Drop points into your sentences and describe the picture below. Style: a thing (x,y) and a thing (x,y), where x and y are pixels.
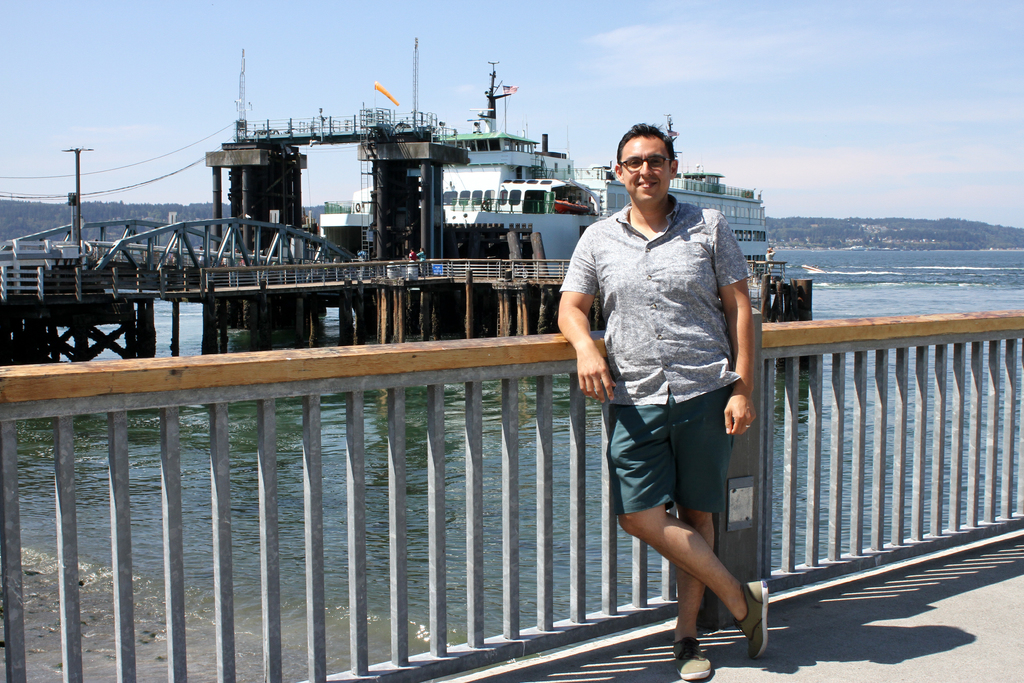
In this image a person (633,316) is standing on the floor (755,667). He is keeping his hand (589,367) on the fence (488,374). There is a bridge (122,312) on the water (246,344). Behind there is a ship (531,191). Few persons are standing on the bridge (306,277). Background (921,247) there is hill (917,223) with trees (895,234). Top of the image (776,140) there is sky (756,106).
